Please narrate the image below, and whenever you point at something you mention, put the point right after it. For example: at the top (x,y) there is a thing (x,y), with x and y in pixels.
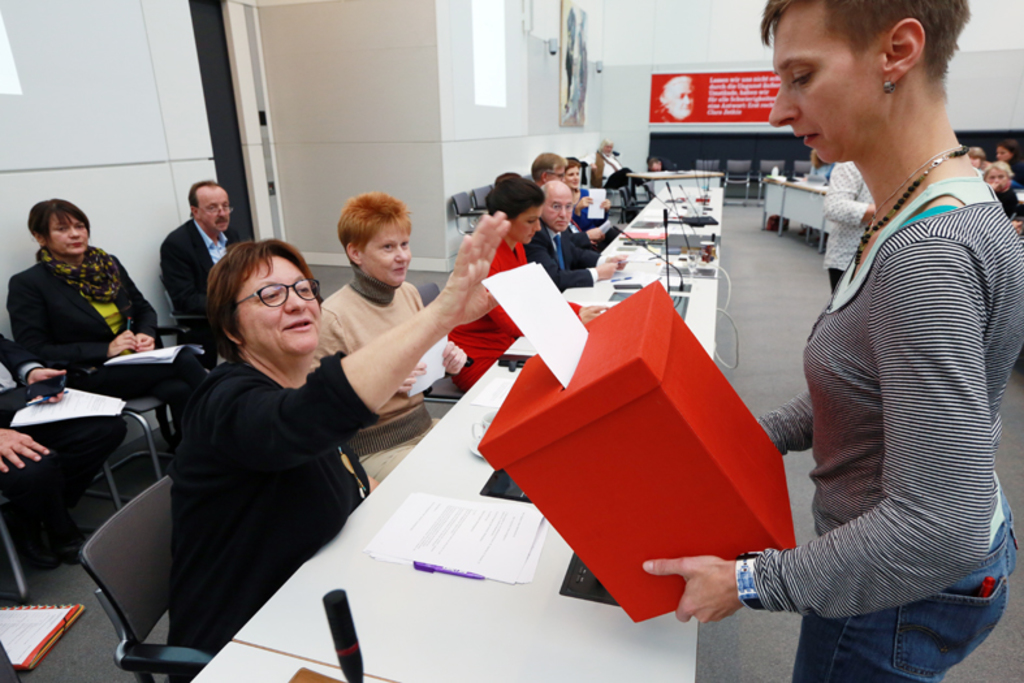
This image is taken indoors. At the bottom of the image (490,628) there is a table (440,577) with many things (504,542) on it. On the right side of the image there are a few tables (795,204) and a few people (1006,180) are sitting on the chairs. A woman (816,31) is standing on the floor (751,397) and she is holding a box (650,384) in her hand (692,613). In the middle of the image (555,236) many people (409,409) are sitting on the chairs (615,196). In the background (596,94) there is a wall (635,99) with a door (218,47) and there is a board (698,98) with text (734,113) on it.
